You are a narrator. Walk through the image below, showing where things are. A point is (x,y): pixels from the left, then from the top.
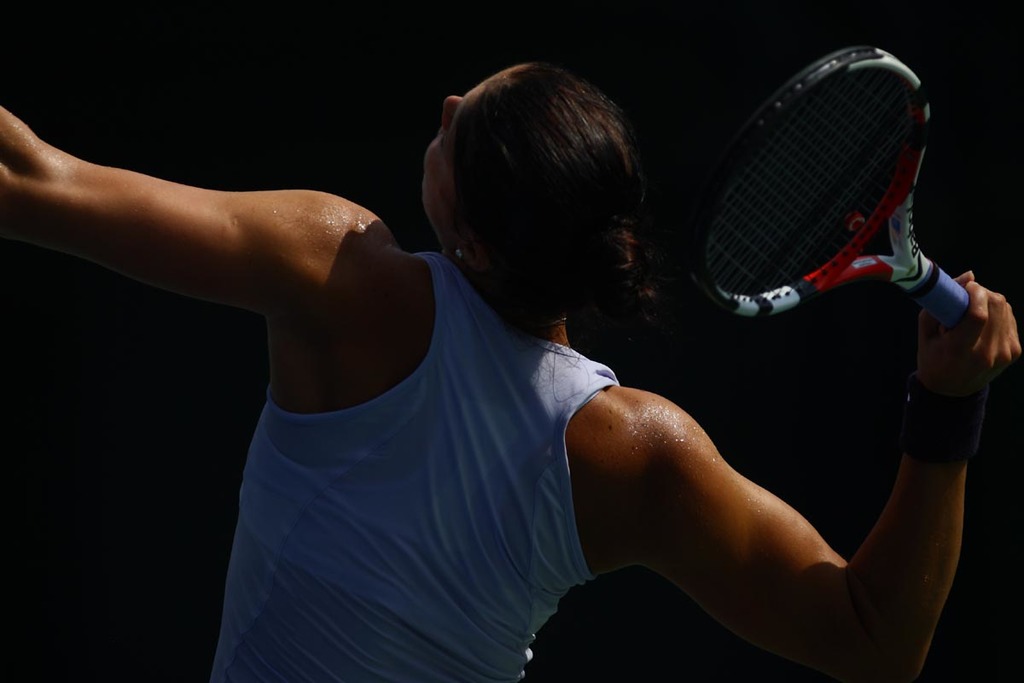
In this image there is a person (349,648) holding a racket (885,223) in her hand (972,356). Background (798,400) is in black color.
